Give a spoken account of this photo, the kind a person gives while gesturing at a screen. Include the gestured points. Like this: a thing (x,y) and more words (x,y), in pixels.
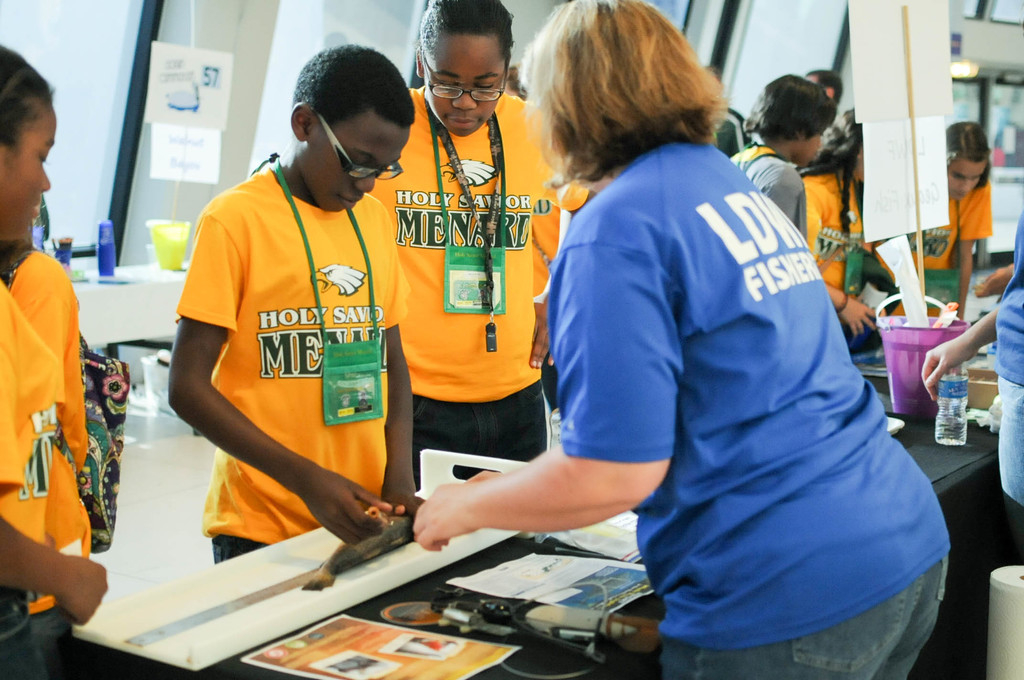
In this image we can see a few people (395,490) standing, in front of them, we can see the table (369,607), on the table (252,677), we can see some posters (521,563), bottle (951,416), bucket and some other objects (317,598), in the background (126,303), we can see a table (132,292) with cups (177,232) and bottles (112,238), there are some boards (181,87) and also we can see the wall (520,11).
